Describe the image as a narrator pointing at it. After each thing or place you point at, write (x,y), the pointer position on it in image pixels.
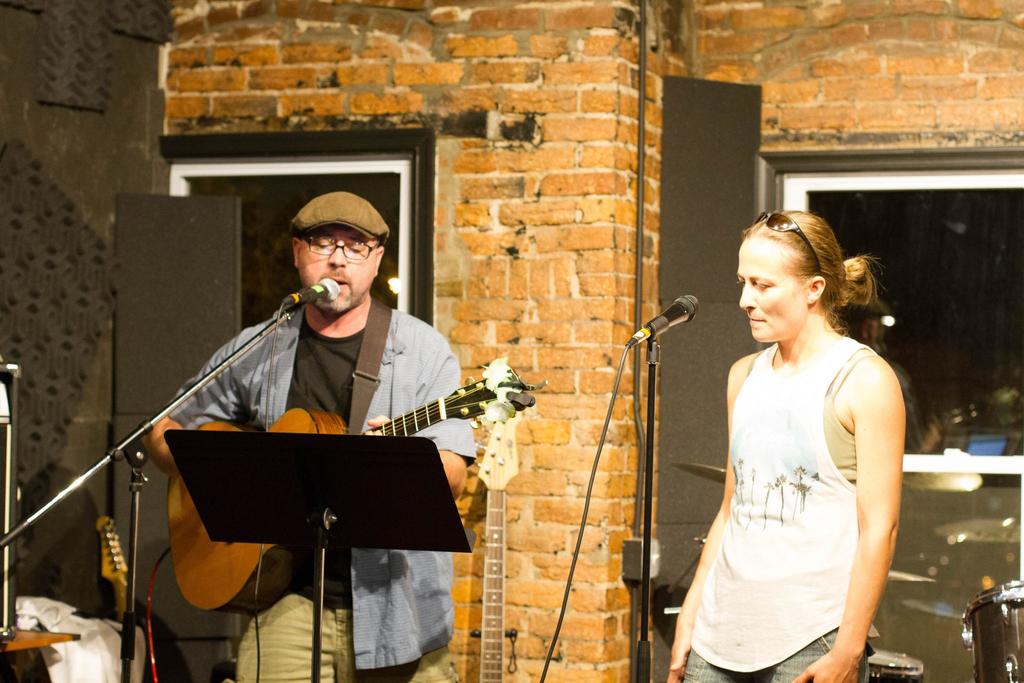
In this image i can see a man (412,376) and a woman (782,384), a man (427,366) holding a guitar (327,421) and playing and singing in front of a micro phone (319,287), at the back ground (561,236) i can see a brick wall (543,218), a frame (431,198) attached to a wall (446,192) and a window (893,255).
